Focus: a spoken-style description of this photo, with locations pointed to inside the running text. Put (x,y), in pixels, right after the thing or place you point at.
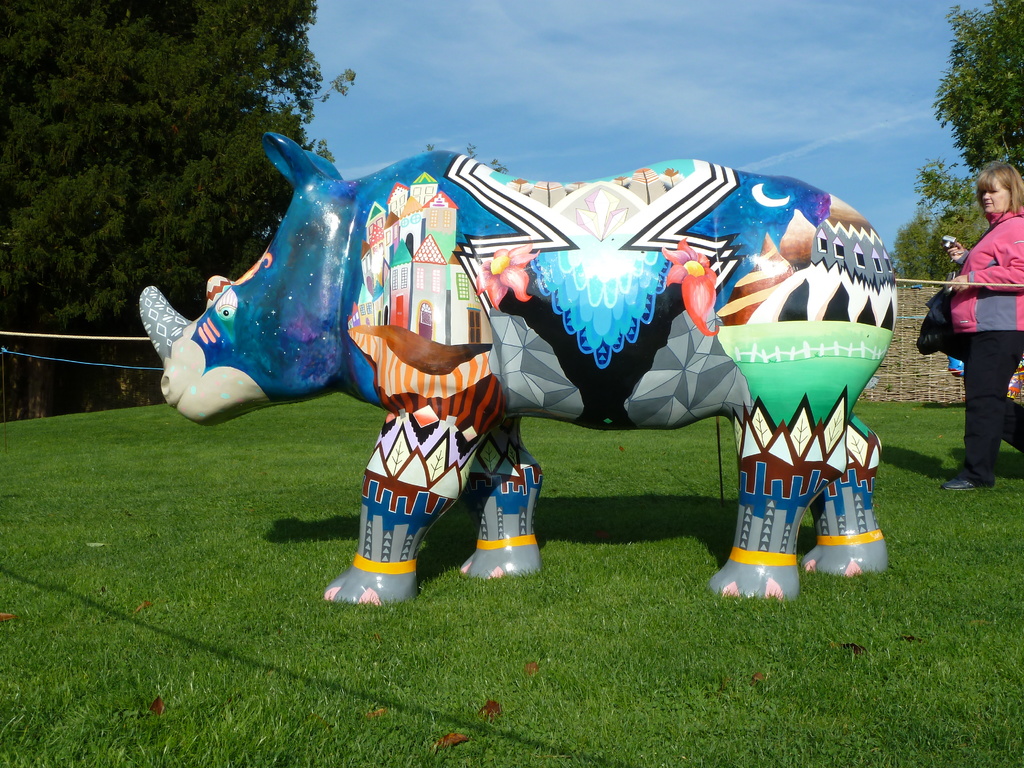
In the picture we can see a grass surface (622,711) on it, we can see a rhinoceros (848,299) with some different paintings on it and besides it, we can see a woman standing and watching it and on the other sides of the grass path (641,705) we can see plants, trees (86,143) and in the background (733,41) we can see a sky (736,23).
